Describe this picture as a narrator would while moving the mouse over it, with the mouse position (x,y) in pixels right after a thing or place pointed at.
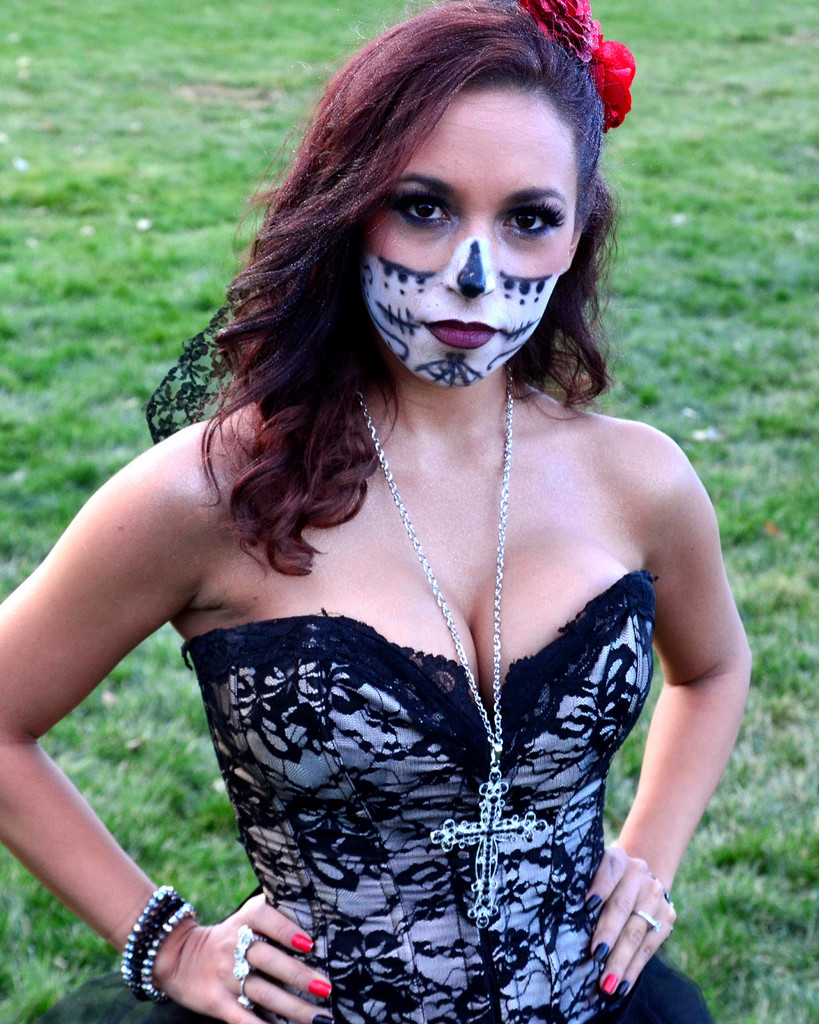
In this image we can see a woman (443,645) with a painting (454,316) on her standing on the ground (112,740).
